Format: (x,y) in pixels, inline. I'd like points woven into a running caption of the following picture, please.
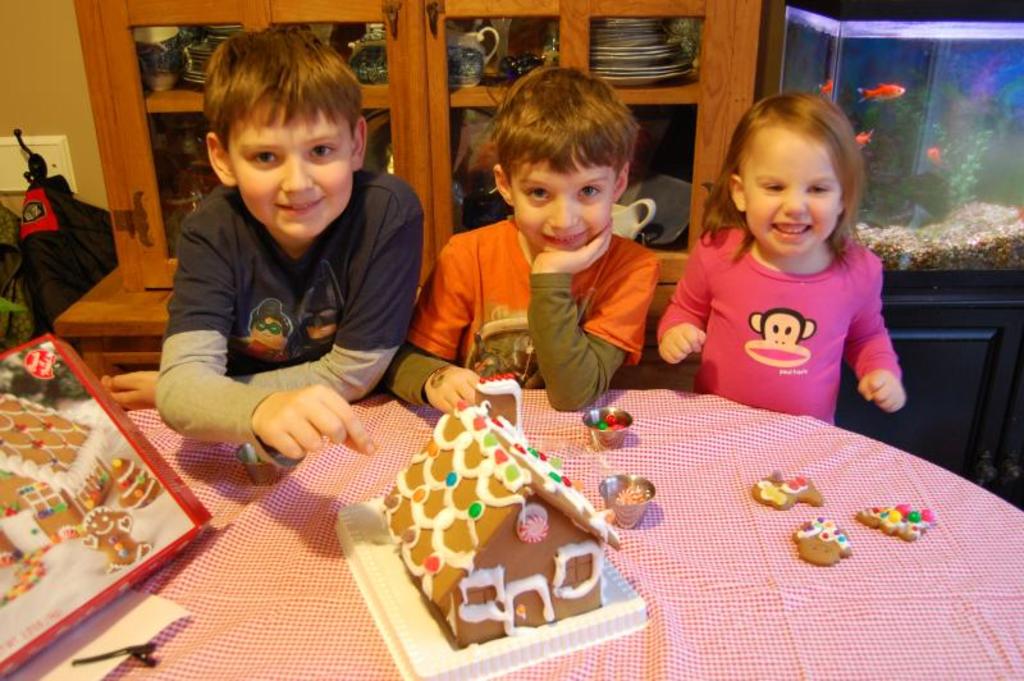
This image is clicked inside a room (50,86). There are three children (456,249) in the middle (445,278). There is a table (341,569) in front of them, on that there is a toy (475,565). There are cupboards (394,132) behind them. There is an aquarium (900,143) in the top right corner (890,176).
